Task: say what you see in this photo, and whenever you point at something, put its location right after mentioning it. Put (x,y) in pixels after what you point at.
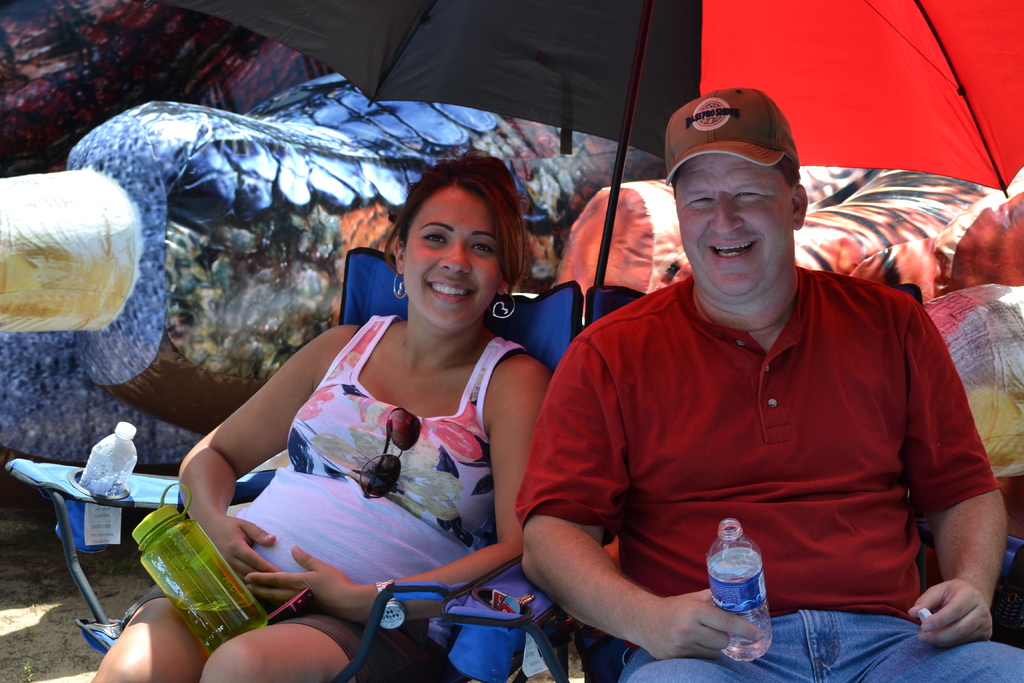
In this image I can see two people (488,400) are sitting under the umbrella (633,38).
